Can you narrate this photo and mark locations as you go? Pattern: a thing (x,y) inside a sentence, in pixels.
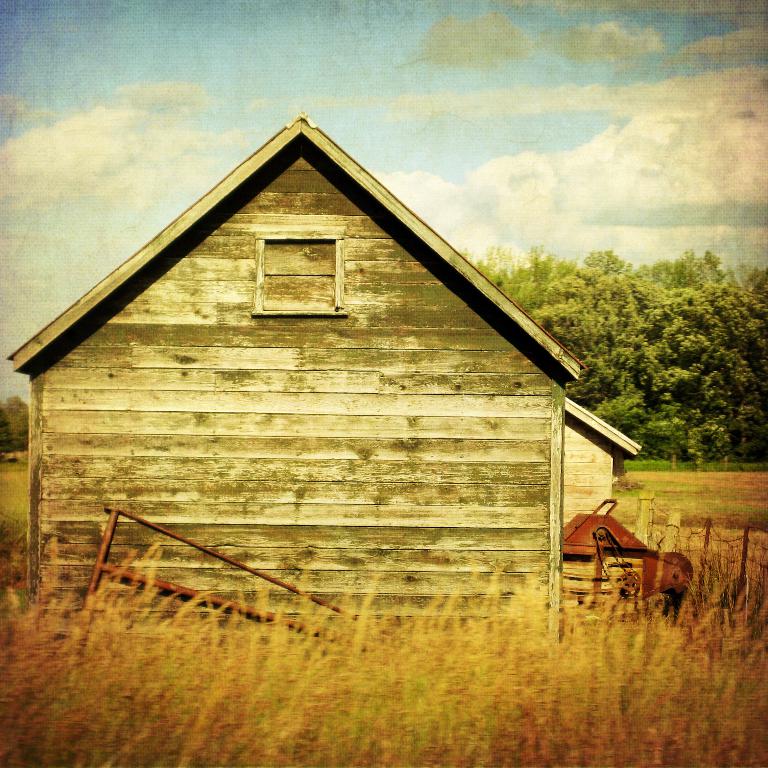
In this image there are few houses (347,440). There is a machine (633,566) beside the fence (708,546). Few metal rods (219,598) are near the wall (273,513) of a house (304,543). Bottom of image (368,648) there is grass (560,688). Background (758,420) there are few trees (607,415) on the grassland (695,476). Top of image (116,135) there is sky (439,167) with some clouds (648,194).
